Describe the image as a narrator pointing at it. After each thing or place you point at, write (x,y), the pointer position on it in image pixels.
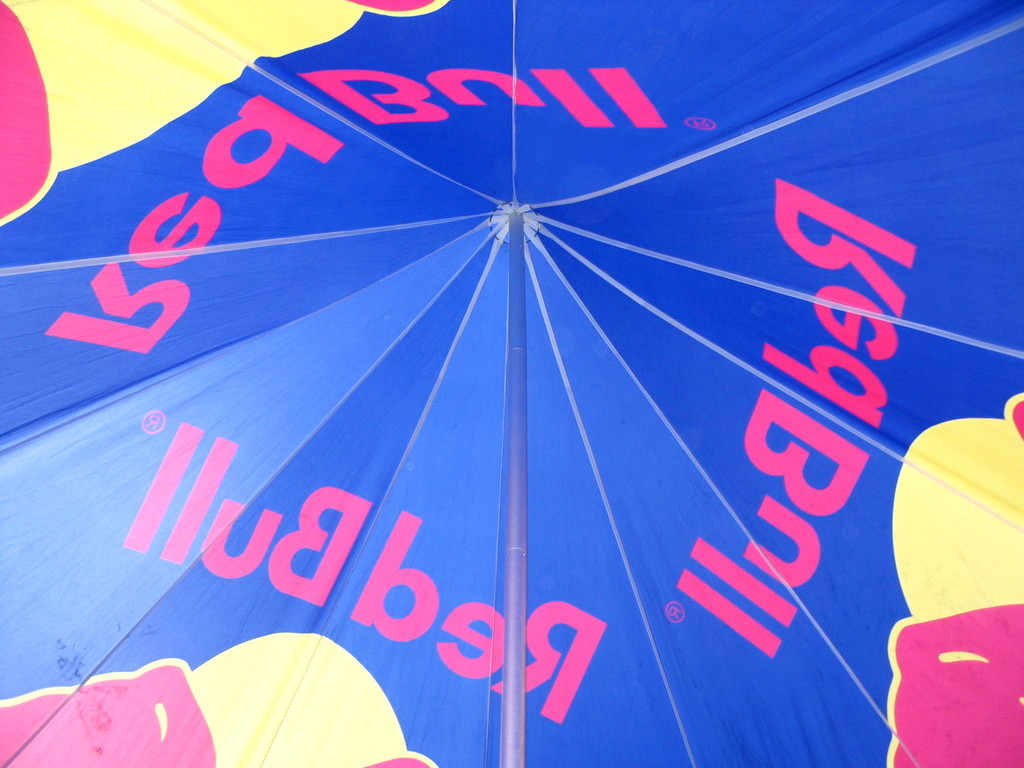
In this picture I can see a tent (457,349) with pole (517,268).
